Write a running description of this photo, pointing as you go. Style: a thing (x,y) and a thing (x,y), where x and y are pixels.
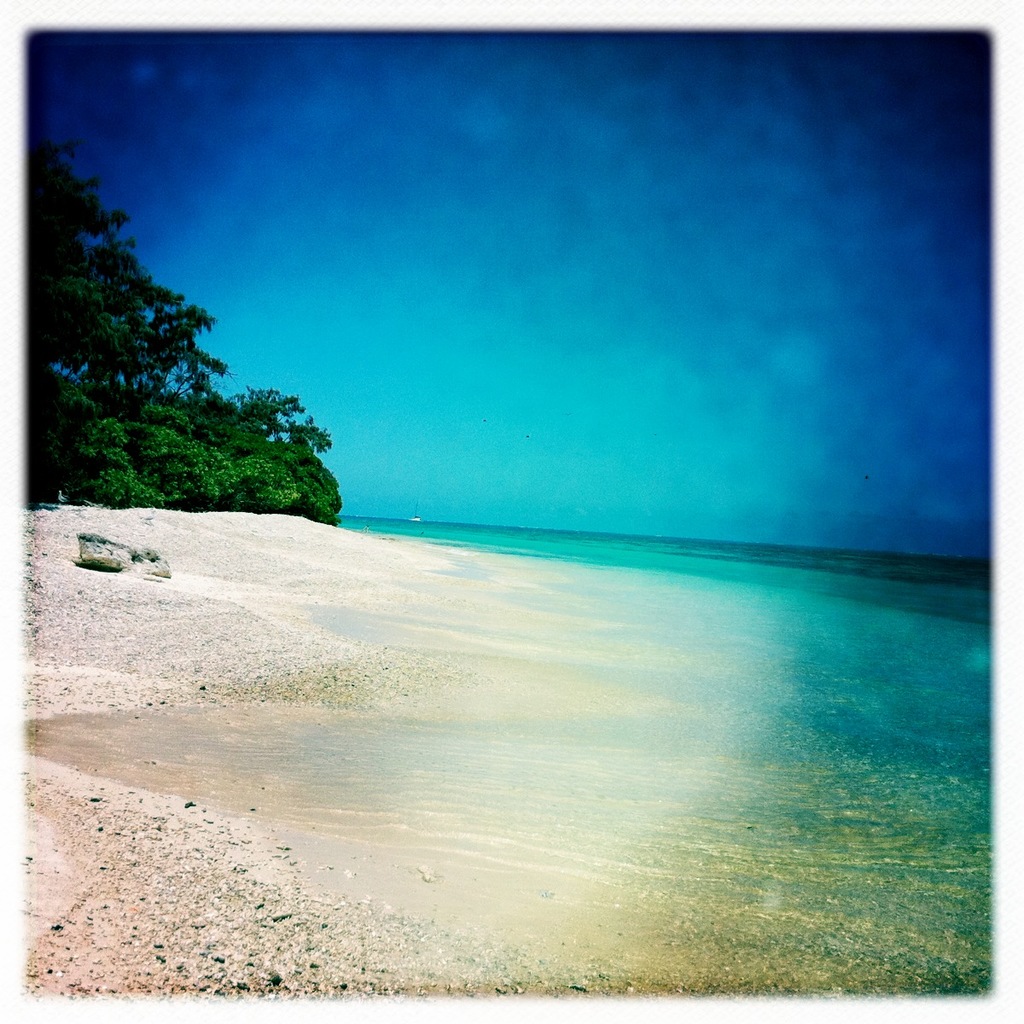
In this image we can see sand (335,556), water (619,586) and other objects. On the left side of the image (41,363) there is a tree (140,372). At the top of the image (470,301) there is the sky (745,94). On the right side (841,856) bottom of the image (548,899) there is water (841,861). On the left side (170,899) bottom of the image (91,884) there is sand (137,952).
